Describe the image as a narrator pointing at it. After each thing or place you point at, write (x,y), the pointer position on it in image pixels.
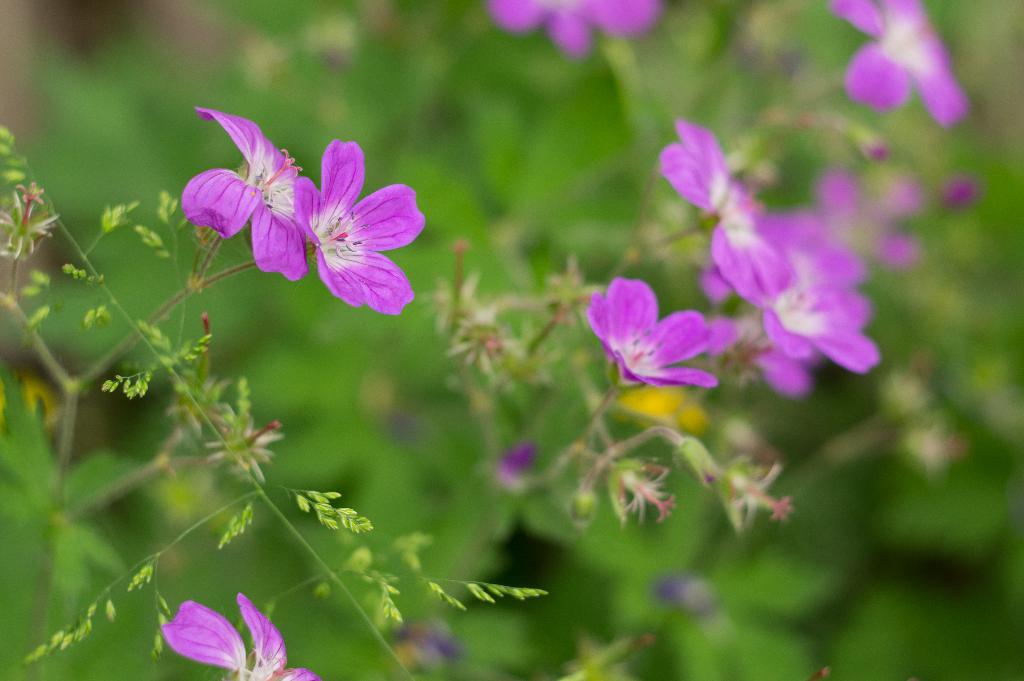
In this image we can see flowers (643,359), leaves (581,533), and stems (485,392). There is a blur background (269,15).
